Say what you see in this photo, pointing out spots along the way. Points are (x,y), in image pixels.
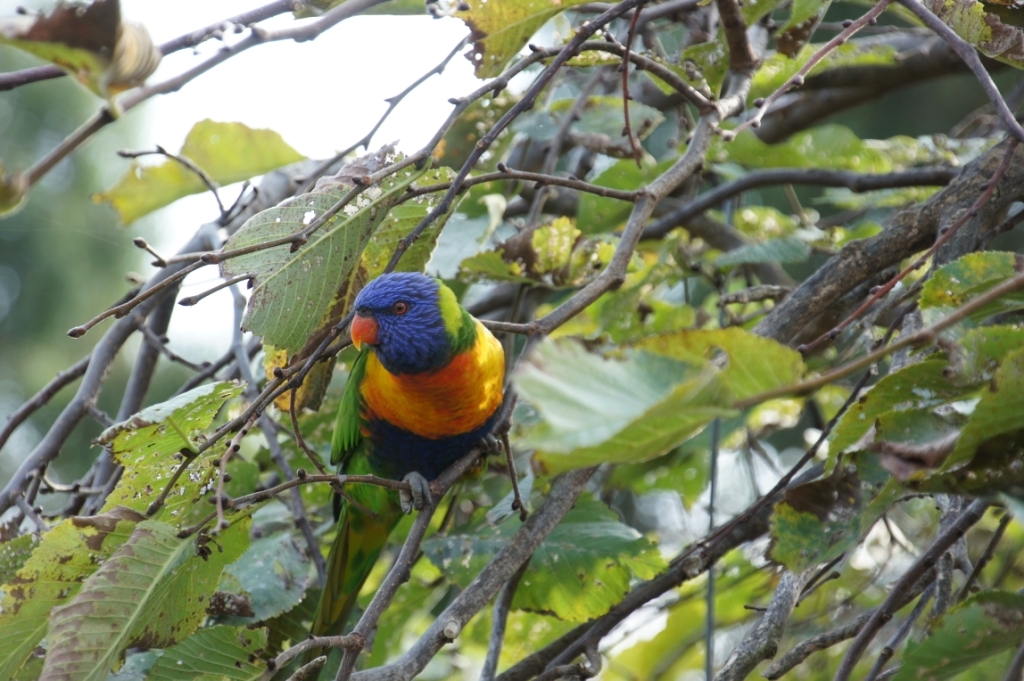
In this image there is a parrot (349,416) on the tree (441,490).
